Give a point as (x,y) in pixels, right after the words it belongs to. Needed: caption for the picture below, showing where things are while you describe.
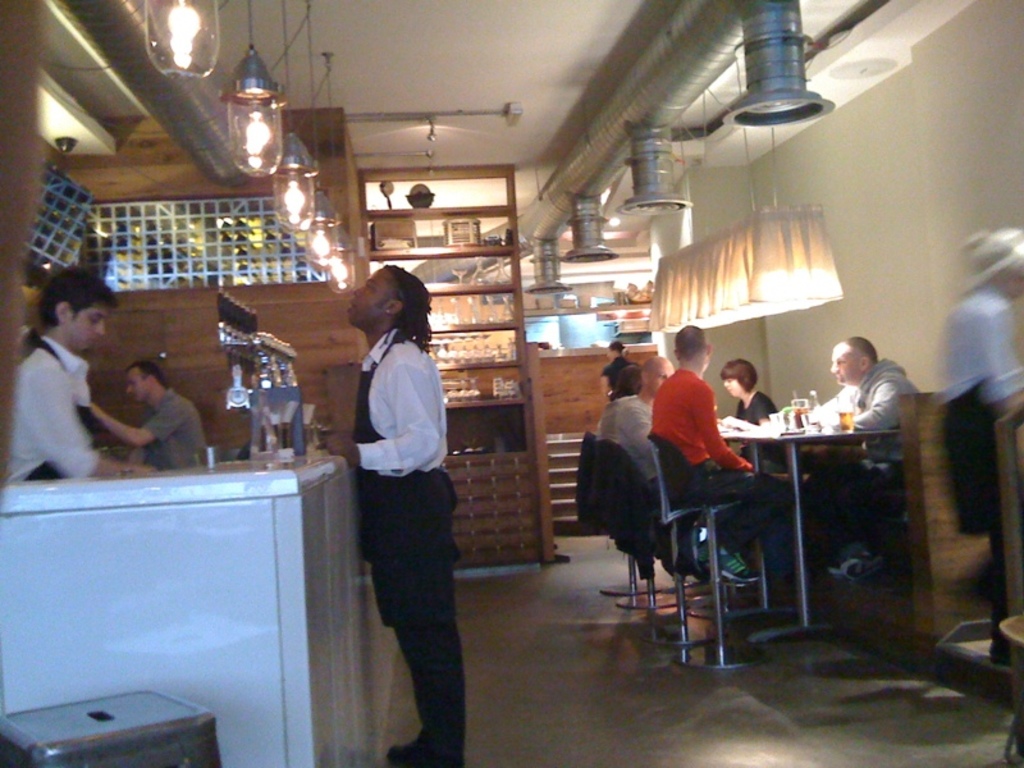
This image consists of many people (51,350). It looks like a restaurant. At the bottom (608,736), there is a floor (481,680). In the background (483,348), we can see a crockery (496,359). At the top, there are lamps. On the left (182,509), it looks like a reception desk (257,557). On the right (887,287), there is a wall (977,133). And we can see the chairs (718,509) and tables (797,436).
